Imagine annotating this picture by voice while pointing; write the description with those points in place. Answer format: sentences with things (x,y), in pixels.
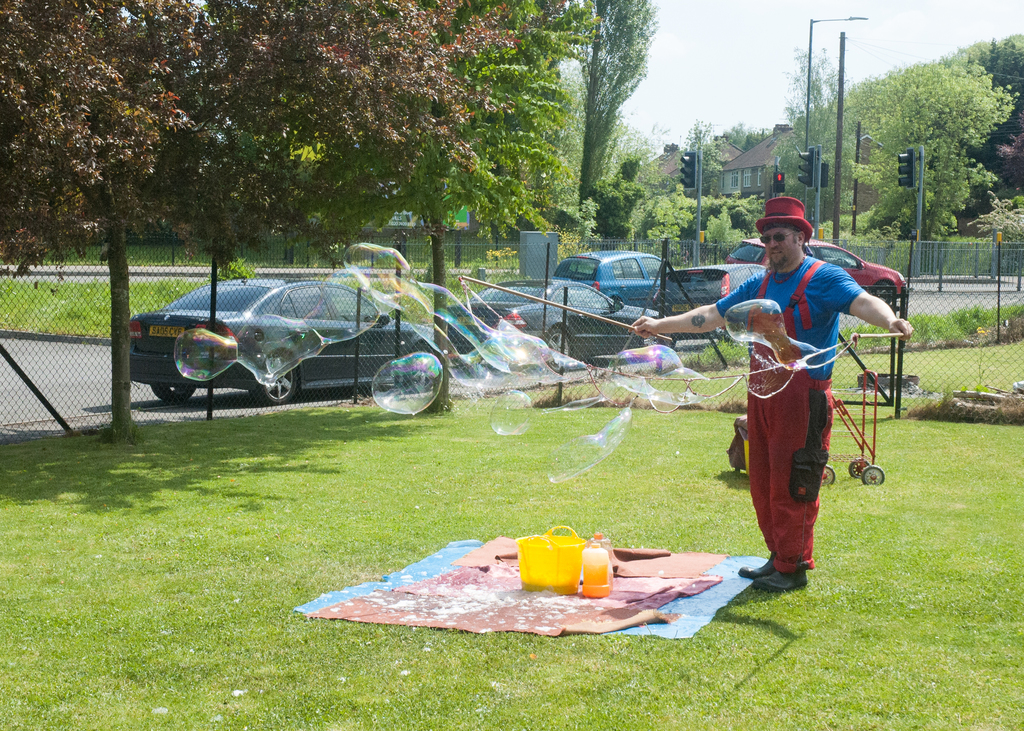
In this picture we can see a man (775,392), he is standing on the grass (733,608), in front of him we can find few bottles (602,548) and a tub (538,549), and he wore a red color hat (786,217), in the background (754,256) we can find cars (709,280), trees (577,188), traffic lights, poles (806,135) and houses (751,156), beside to him we can see fence (424,258).
